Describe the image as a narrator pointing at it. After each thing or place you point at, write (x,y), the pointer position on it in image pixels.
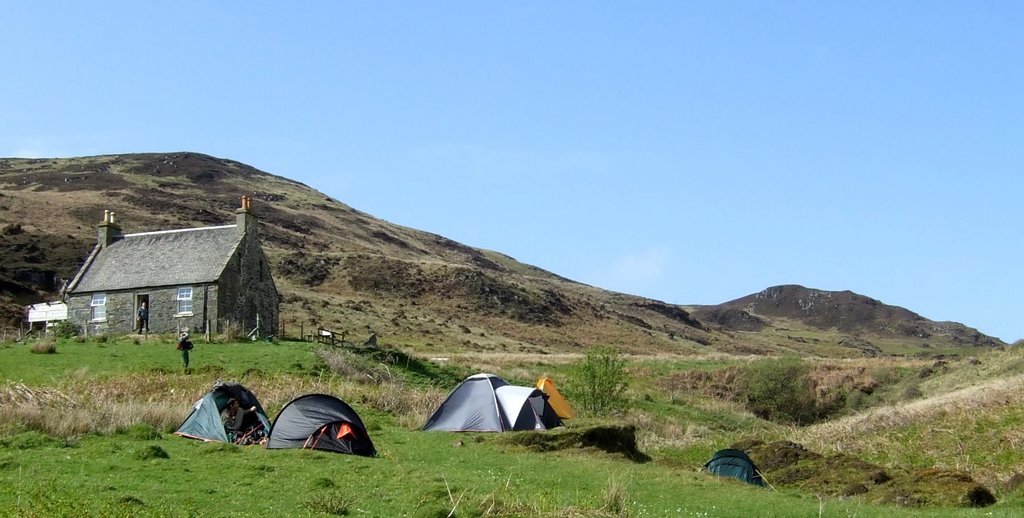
In the foreground (475,489) I can see grass (299,366), tents (538,394), plants (589,405), fence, three persons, windows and a house (239,325). In the background (234,178) I can see mountains (507,318) and the sky (621,172). This image is taken maybe near the mountains (696,329).
